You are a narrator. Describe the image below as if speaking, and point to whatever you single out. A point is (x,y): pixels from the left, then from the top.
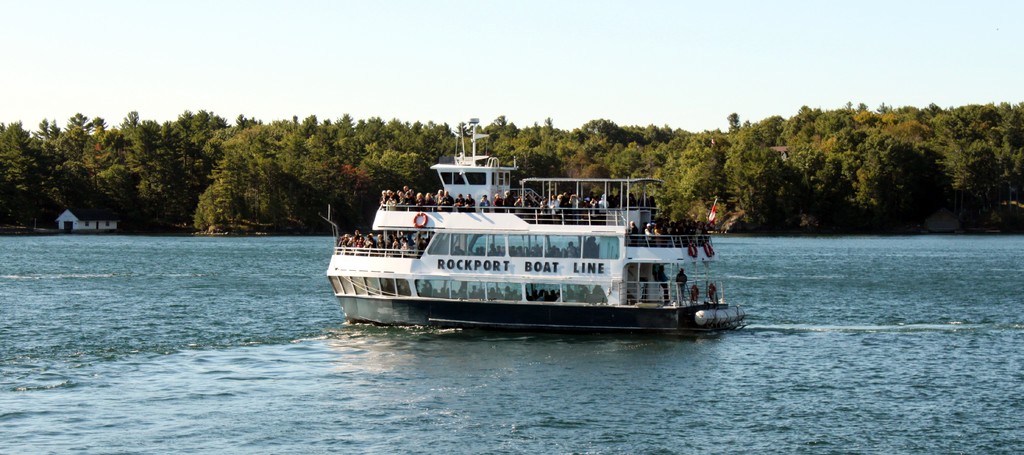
In this image there are many people (413,247) on the boat (448,253), the boat (459,247) is on the water (323,307), behind the water (259,284) there is a wooden house (78,212) and trees (818,155).
